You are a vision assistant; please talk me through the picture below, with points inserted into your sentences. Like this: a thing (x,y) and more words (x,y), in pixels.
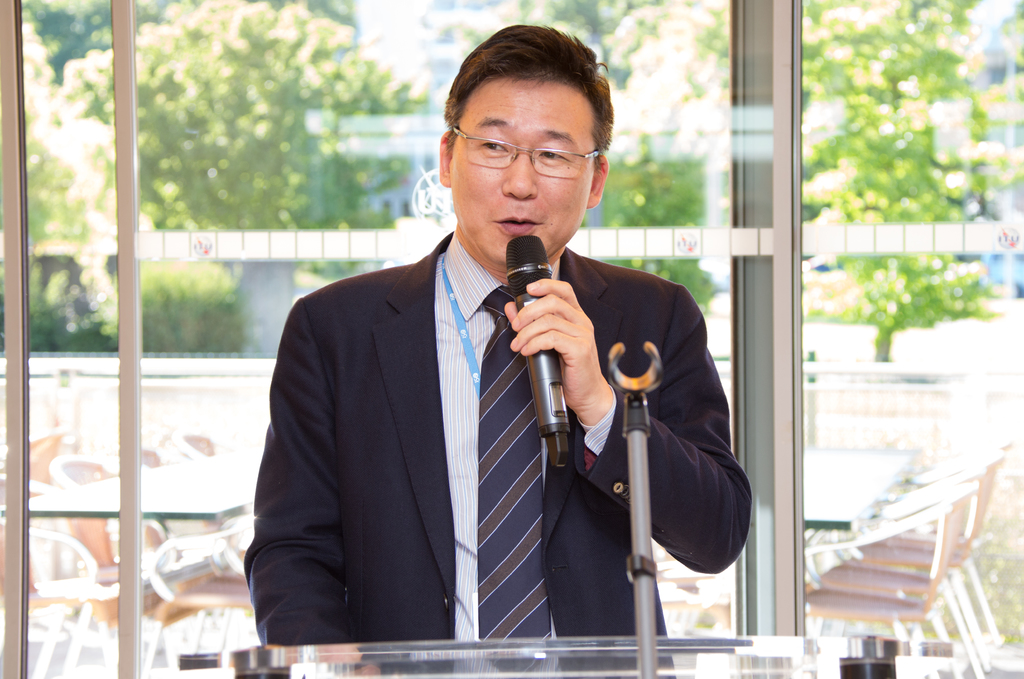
In this picture there is a man (420,343) and black suit (442,464) wearing spectacles (574,159) and holding a mic (559,364) in his left hand (572,312) and behind him there is a glass wall (687,174) and plants (808,141) outside.
